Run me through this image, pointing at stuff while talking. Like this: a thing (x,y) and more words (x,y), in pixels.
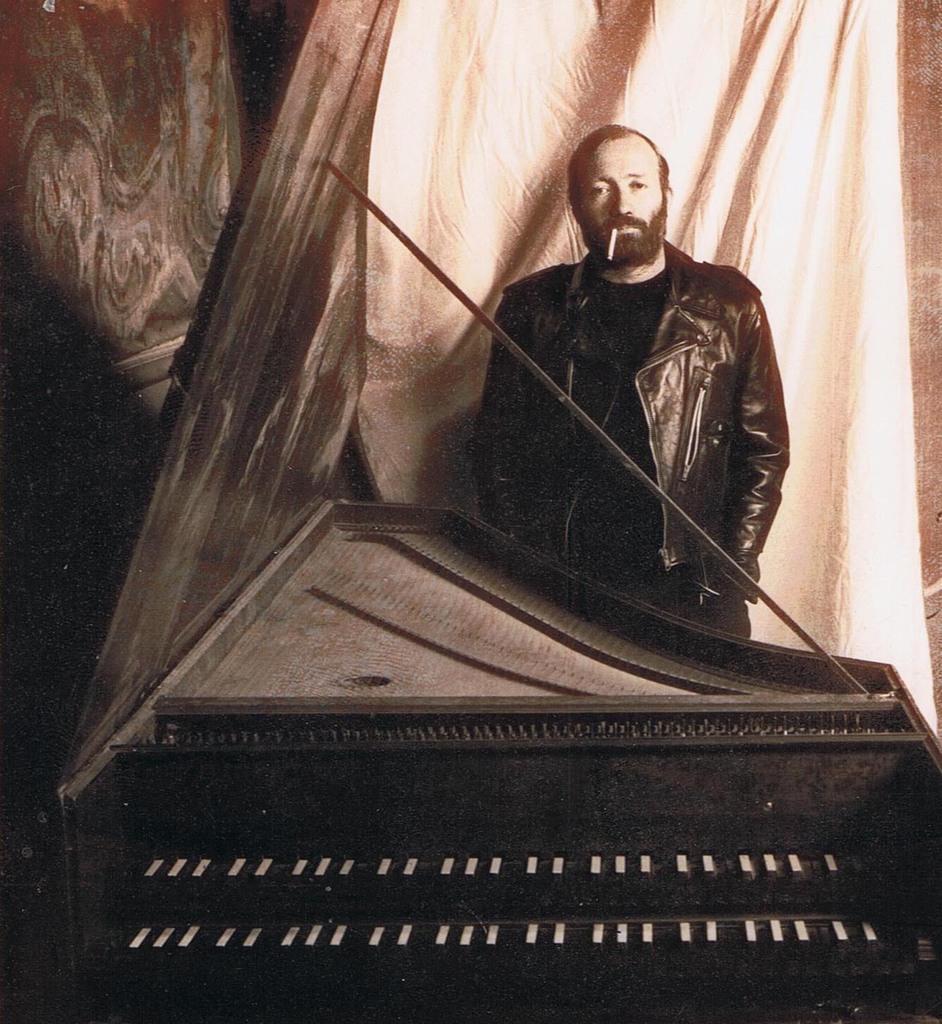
In this image a person (700,302) wearing a jacket (673,291) is having a cigarette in his mouth (621,237). Before him there is a piano (473,705). Behind him there is a curtain (487,298).
